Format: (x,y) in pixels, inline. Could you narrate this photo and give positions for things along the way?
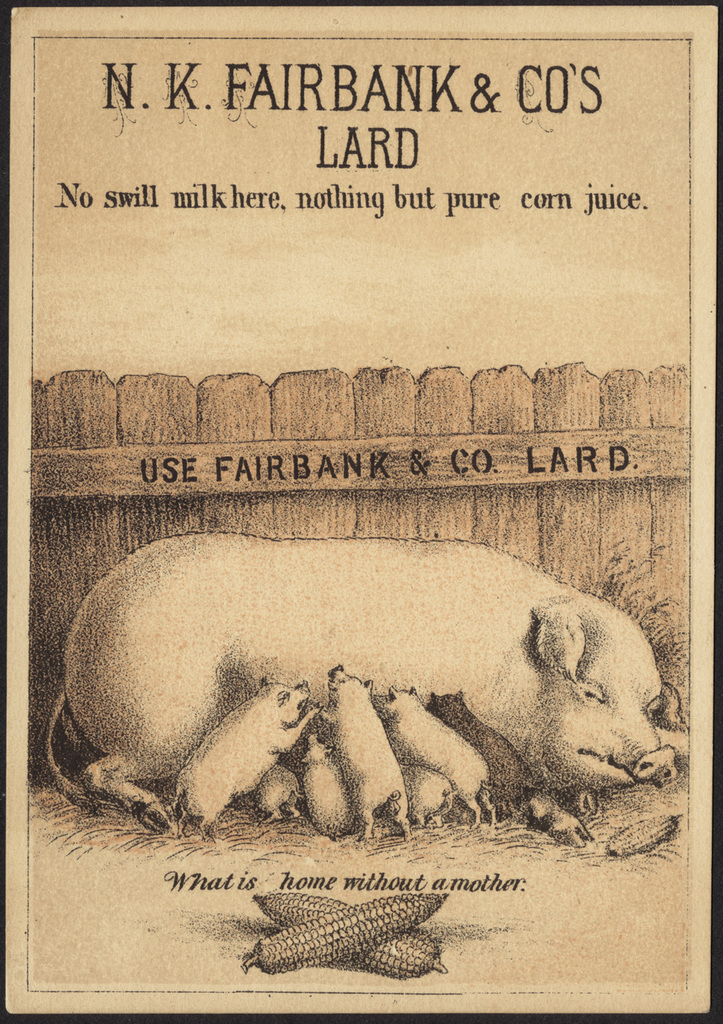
In this image, we can see a poster (290,385). On this poster (457,733), we can see pigs (387,565), maizes (623,844), plants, fencing (55,559) and some text (279,112). We can see black color borders (4,11) on this image.
